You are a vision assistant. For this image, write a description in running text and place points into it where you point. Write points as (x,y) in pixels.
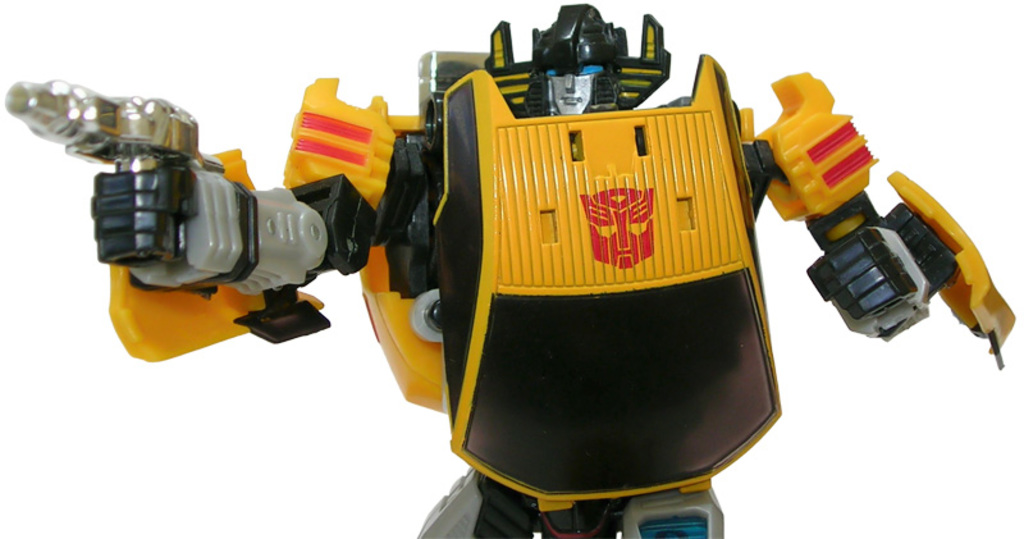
In this image we can see a toy robot (579,368).
